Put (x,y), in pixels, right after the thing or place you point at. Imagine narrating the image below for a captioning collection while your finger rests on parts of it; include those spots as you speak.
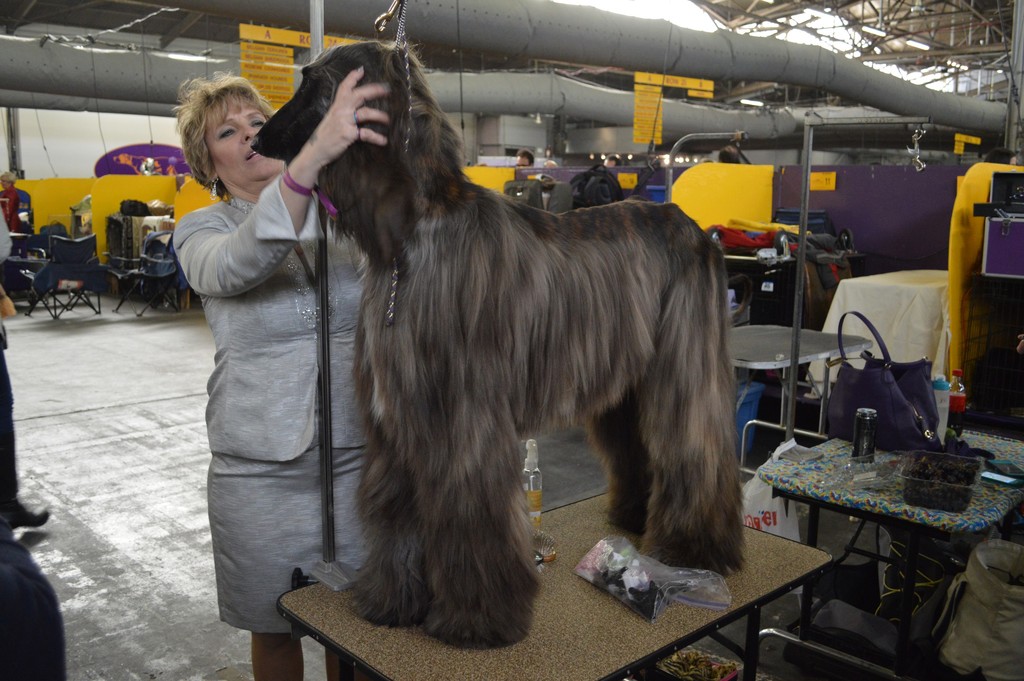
In this image I can see a woman (198,273) is standing. I can also see an animal (467,327) is standing on a table (526,657). In the background (881,403) I can see a bag (886,411), few chairs (22,269) and few pipe lines (599,35).
